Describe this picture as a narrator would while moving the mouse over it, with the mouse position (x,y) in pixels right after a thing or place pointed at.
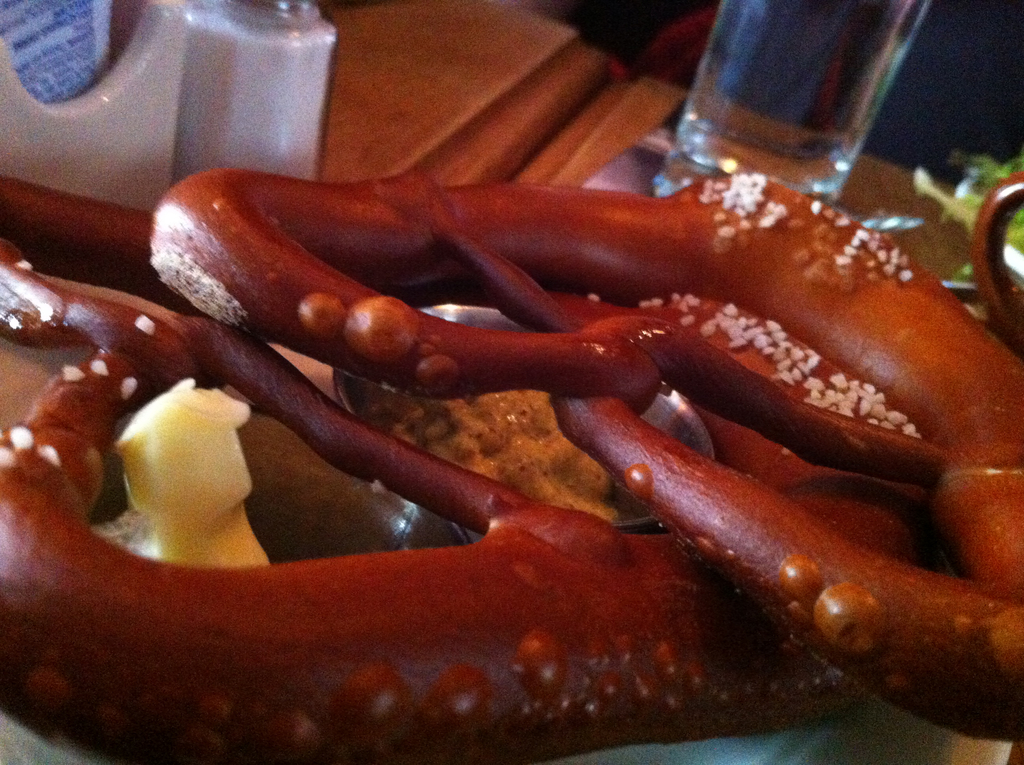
Here in this picture we can see some food item (347,449) present on a plate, which is present on the table (413,52) over there and we can also see a glass of water (845,106) present and some other things (37,43) present on the table (379,112) over there.
